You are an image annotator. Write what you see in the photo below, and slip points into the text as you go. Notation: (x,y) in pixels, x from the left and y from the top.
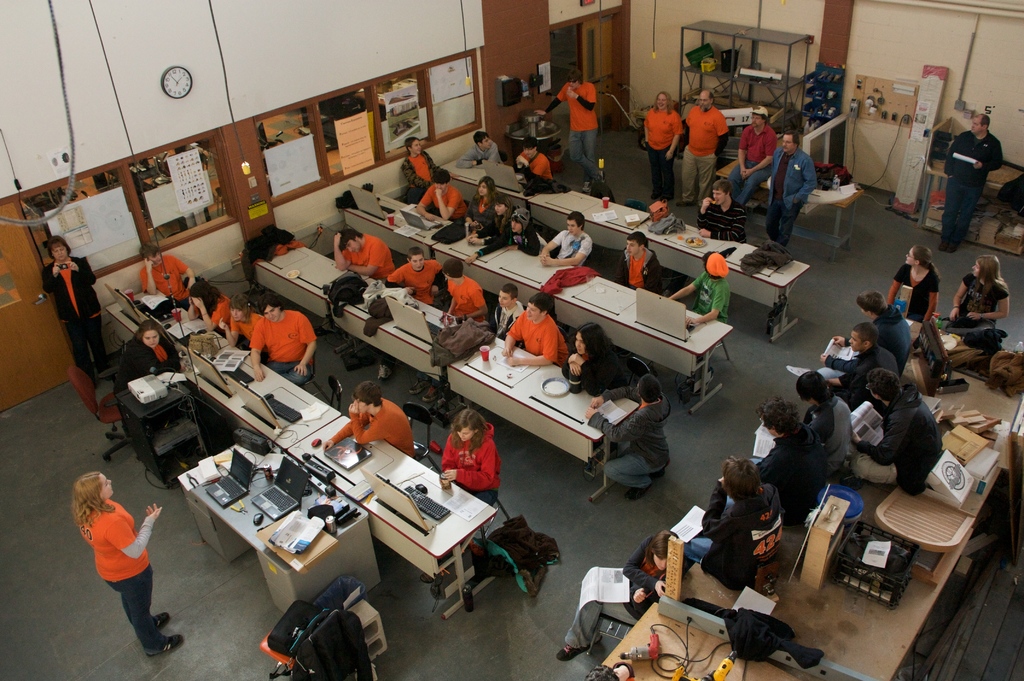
This picture shows a group of people (248,327) seated on the chairs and we see few people (588,121) standing and a woman (130,561) standing and speaking and we see few laptops (230,484) on the table (235,526) and few monitors (672,313).
